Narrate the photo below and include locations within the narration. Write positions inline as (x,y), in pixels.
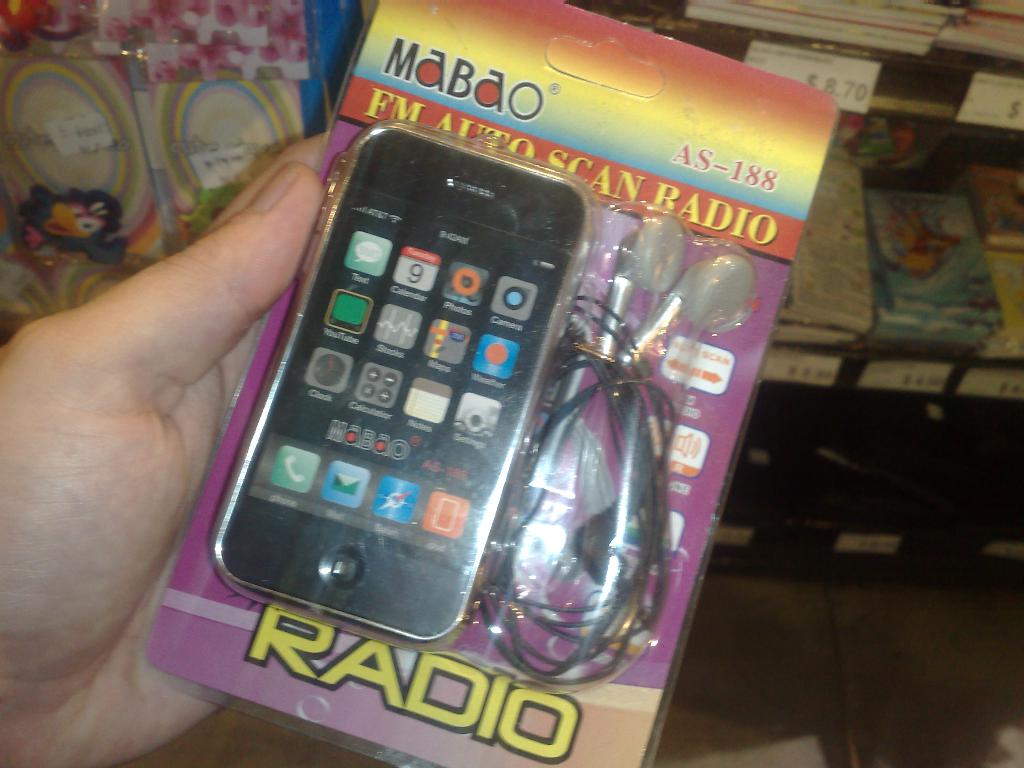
In this picture we can see a person's hand (61,715) holding an object (383,418). Behind the hand (245,327), there are some objects (912,137) in the racks (793,516) and there are price stickers (800,377).
